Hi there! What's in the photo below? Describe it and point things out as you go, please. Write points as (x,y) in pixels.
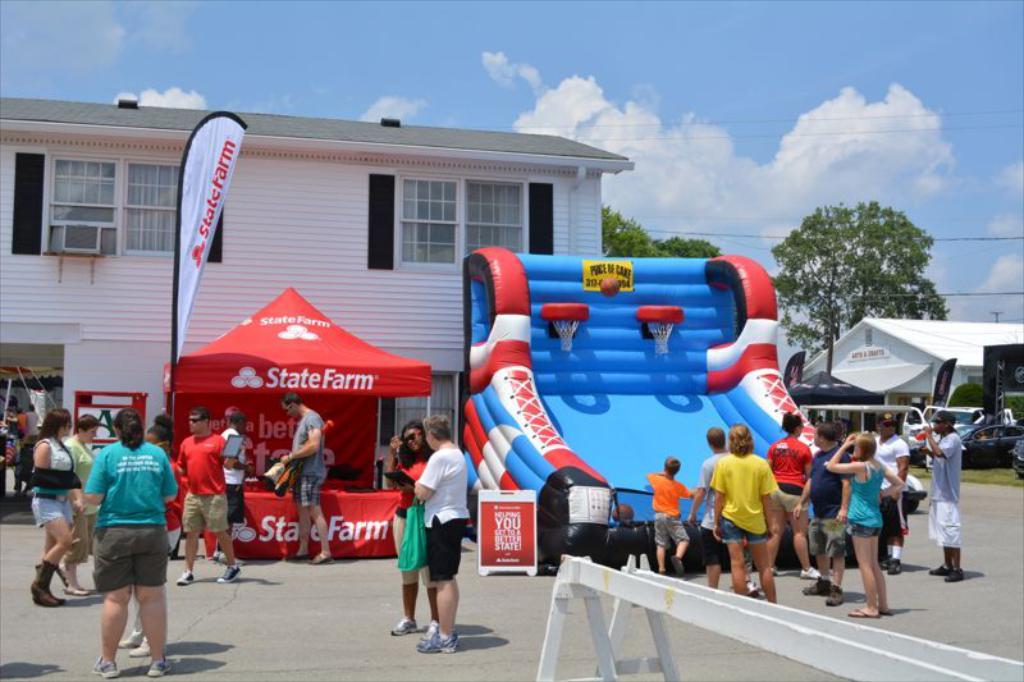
This is an outside view. Here I can see few people (146,549) standing on the road (249,635). In the middle of the image (510,420) there is an inflatable castle (561,387). Beside there is a red color tent (310,387). In the background (221,248) there are few buildings (382,241) and trees (860,265). At the top of the image (672,22) I can see the sky (788,131) and clouds (835,139). At the bottom (573,579) there is a metal stand (650,599).
